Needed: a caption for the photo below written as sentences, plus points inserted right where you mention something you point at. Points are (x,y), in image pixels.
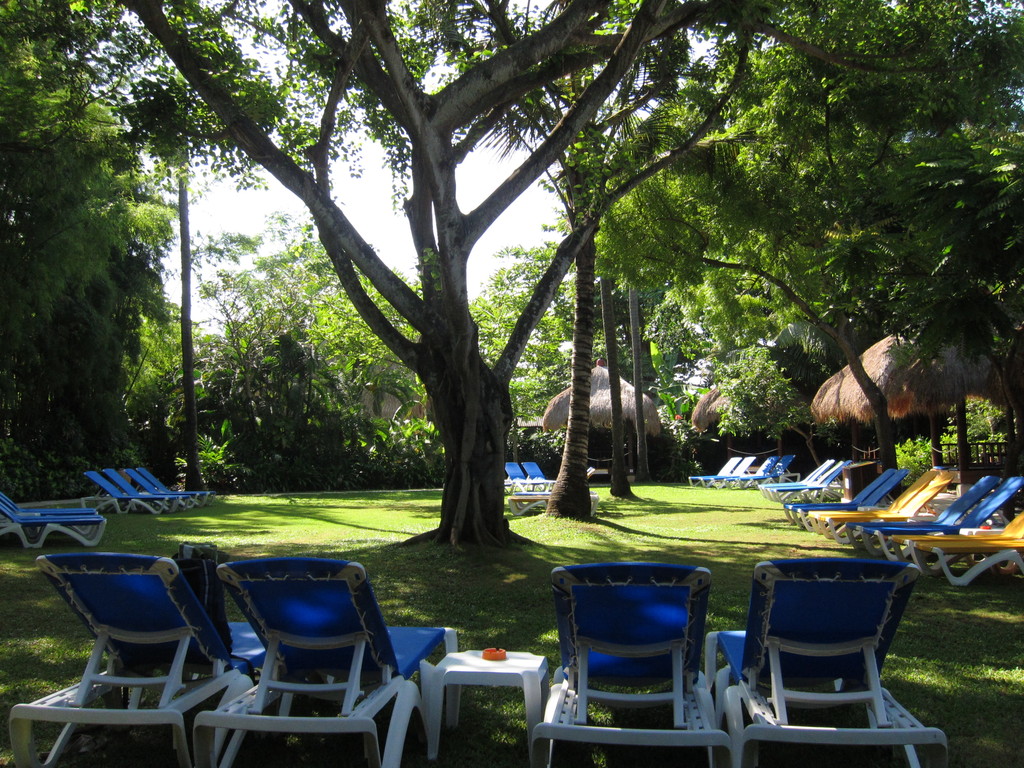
In this image I can see there are beach chairs (603,587) and trees (562,472). At the top (541,196) there is the sky (546,194).
